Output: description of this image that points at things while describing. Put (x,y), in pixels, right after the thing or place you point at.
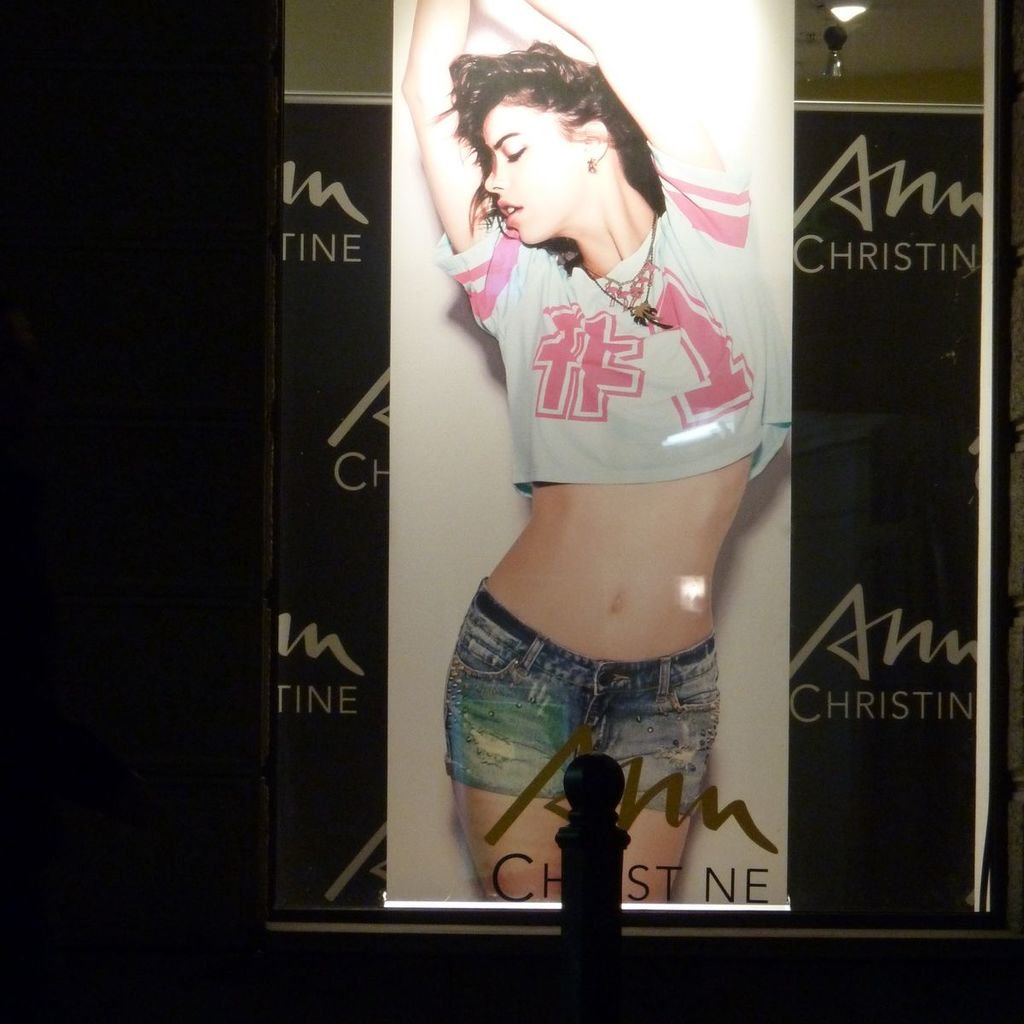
In the center of the image (520,376) we can see the banner (470,267) of a woman (656,326). Behind the banner (721,28) we can see the board (937,198) with the text (937,198) and through the reflection (856,55) we can see the ceiling (933,53) with the light (847,15). We can also see an object (621,847) at the bottom (587,829). The background (160,883) is in black color.
